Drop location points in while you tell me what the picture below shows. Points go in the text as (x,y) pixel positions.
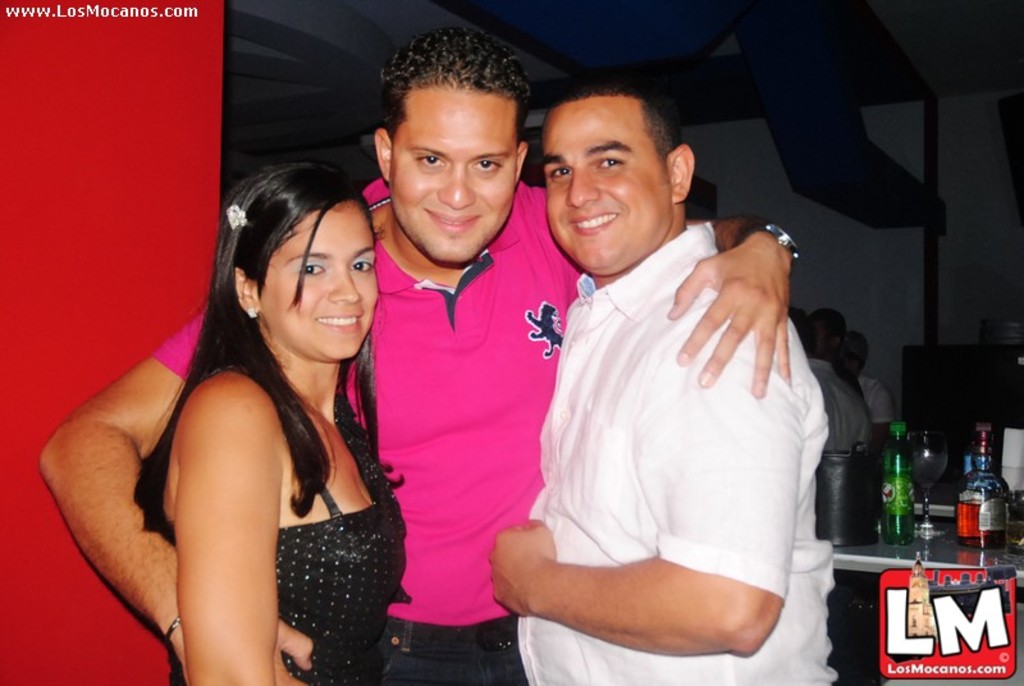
This picture seems to be clicked inside the room (46,75) and we can see the group of persons (634,236). On the right (694,520) we can see a person (621,355) wearing white color shirt (626,381), smiling and standing. In the center (450,275) we can see a man (399,177) wearing pink color t-shirt (476,315), smiling and standing. On the left (266,396) we can see a woman (315,329) wearing black color dress (338,597), smiling and standing. In the background (1005,205) we can see the wall (982,111), roof (976,83) and we can see the bottles (901,523), glass of drink (935,530) and some other objects (864,475) are placed on the top of the table (955,541) and we can see many other objects (936,309) and we can see the watermarks (932,580) on the image.
